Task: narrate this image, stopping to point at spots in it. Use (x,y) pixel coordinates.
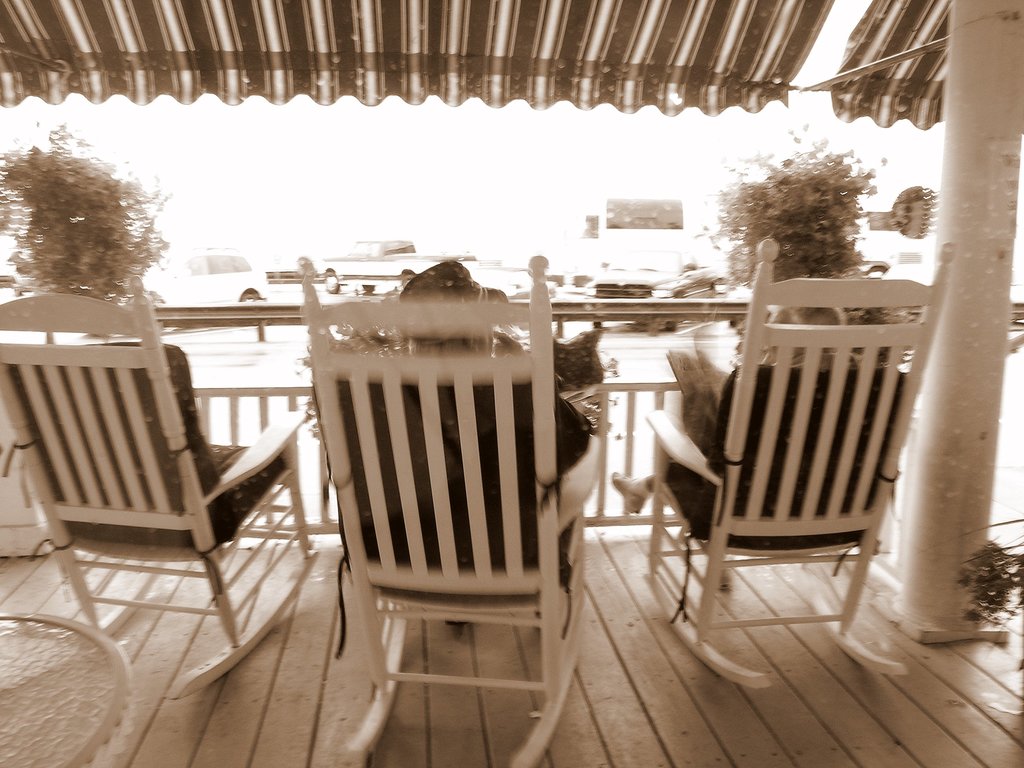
These two persons (646,487) sitting on the chair (507,417). We can see vehicles (648,252) and plants (54,193). This is floor (660,718). We can see chairs (734,455). This is pillar (962,471).
